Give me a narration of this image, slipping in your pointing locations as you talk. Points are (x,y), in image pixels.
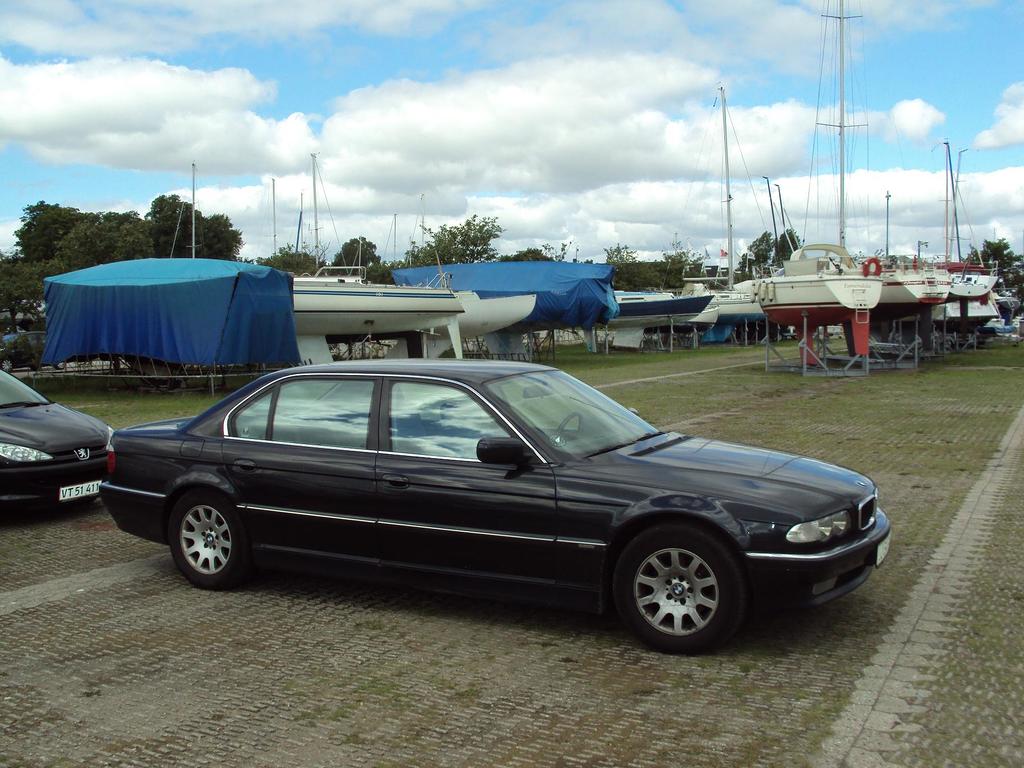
Here in the front (470,484) we can see a couple of cars (243,494) present on the ground (124,551) over there and behind them we can see boats (381,333) present all over there, some are covered with covers (534,293) and we can see trees (97,264) and plants (145,235) here and there and we can see clouds (504,236) in sky (660,254).
